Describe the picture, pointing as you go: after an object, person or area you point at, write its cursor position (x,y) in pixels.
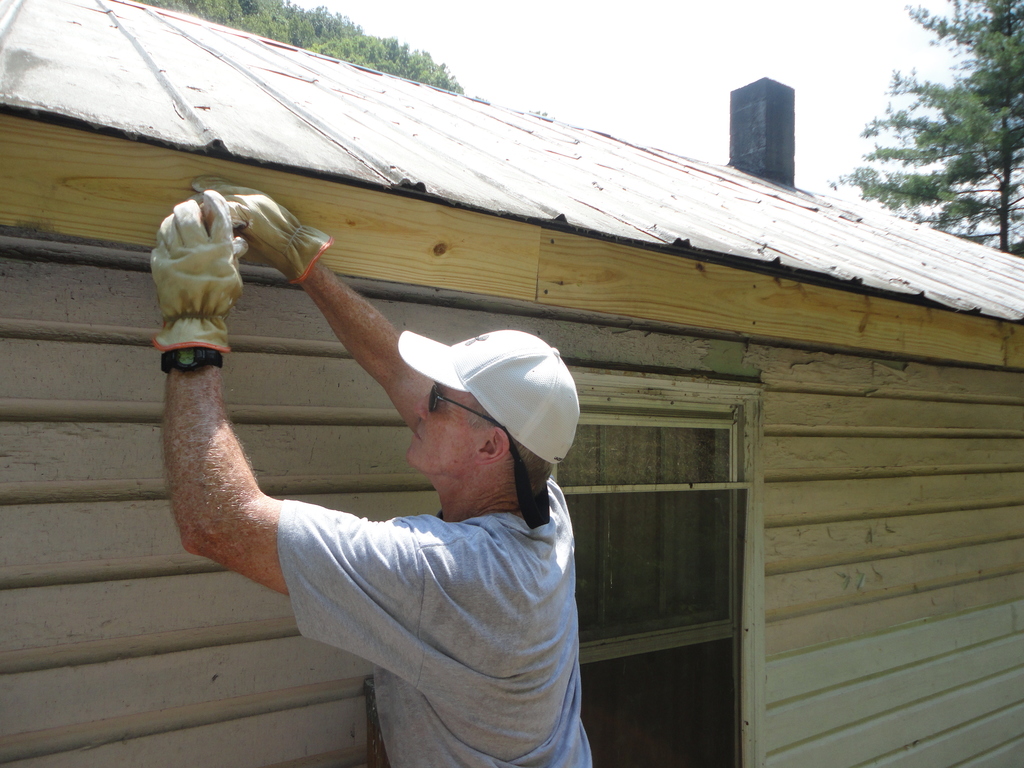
In this image there is a person (453,622) standing near a house (868,245), in the background (1000,154) there are trees (283,34).
